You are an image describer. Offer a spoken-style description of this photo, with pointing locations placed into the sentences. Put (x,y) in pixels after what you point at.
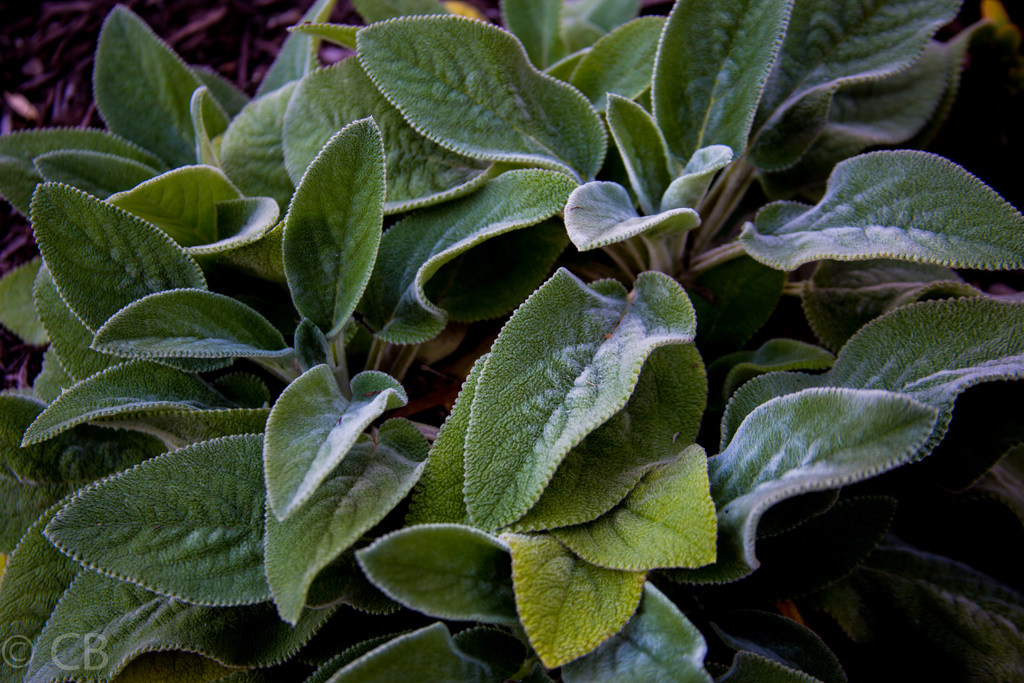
In this image we can see there are some plants (811,366).
